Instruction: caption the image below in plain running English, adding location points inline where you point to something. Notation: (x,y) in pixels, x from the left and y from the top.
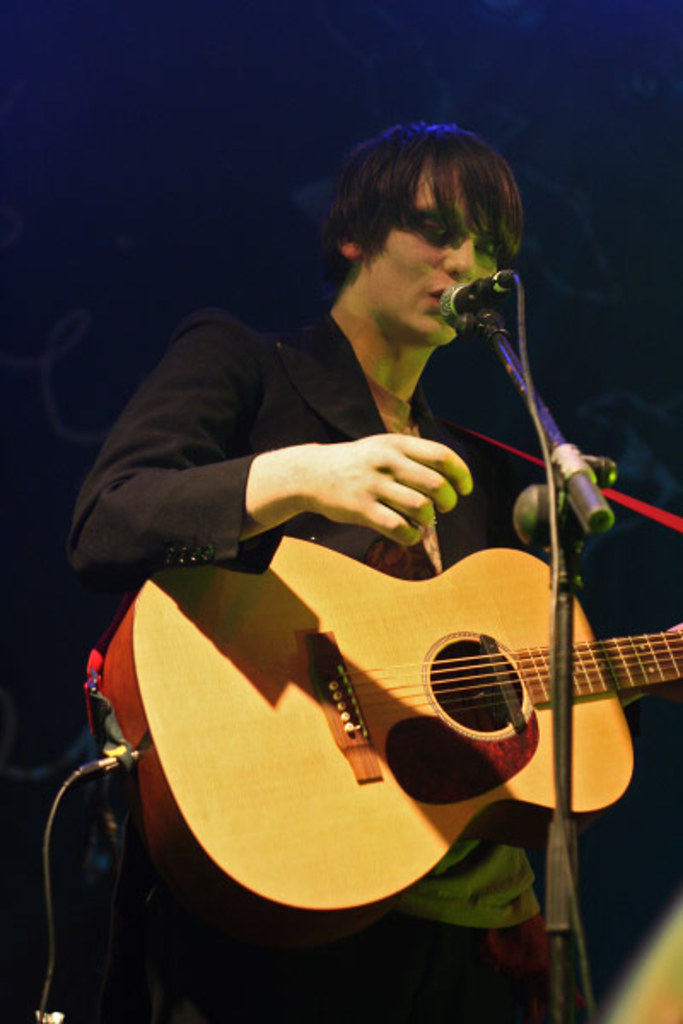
The image consists of a man (375,407) with black suit (190,442) playing a guitar (441,679) and singing on mic (466,297).
